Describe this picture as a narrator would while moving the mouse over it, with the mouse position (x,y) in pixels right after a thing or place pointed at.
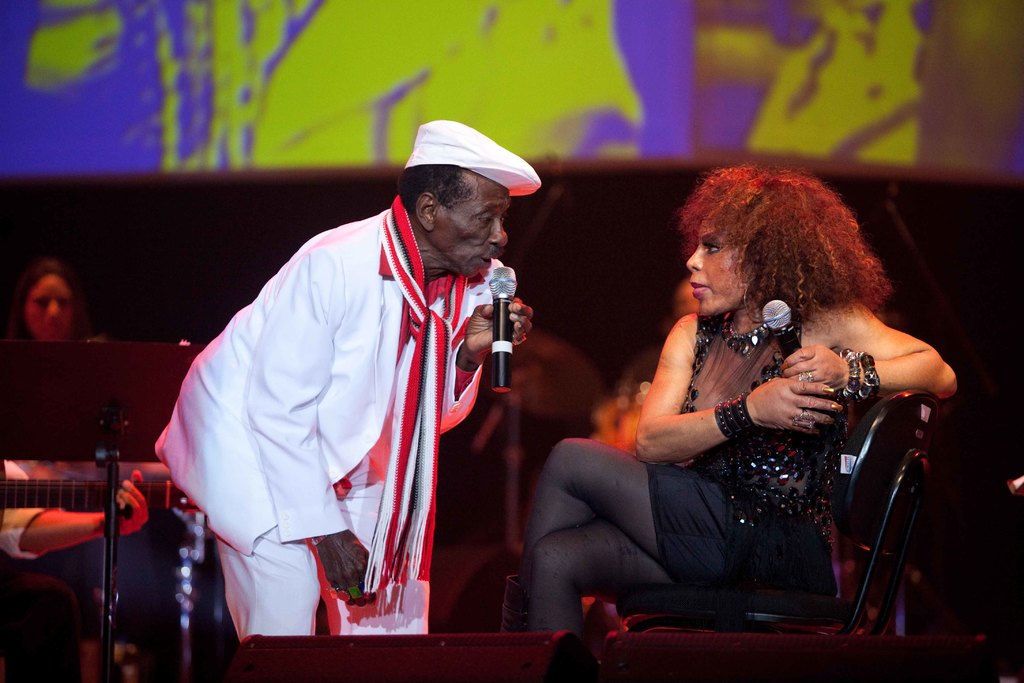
In this picture we can see woman (731,479) sitting on chair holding mic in her hand (761,387) and looking at the person (398,311) wore white color cap (475,152) and scarf (414,283) to his neck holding mic (499,319) in his hand (488,328) and in background (263,211) we can see woman (64,265), screen (226,143) and it is dark.
